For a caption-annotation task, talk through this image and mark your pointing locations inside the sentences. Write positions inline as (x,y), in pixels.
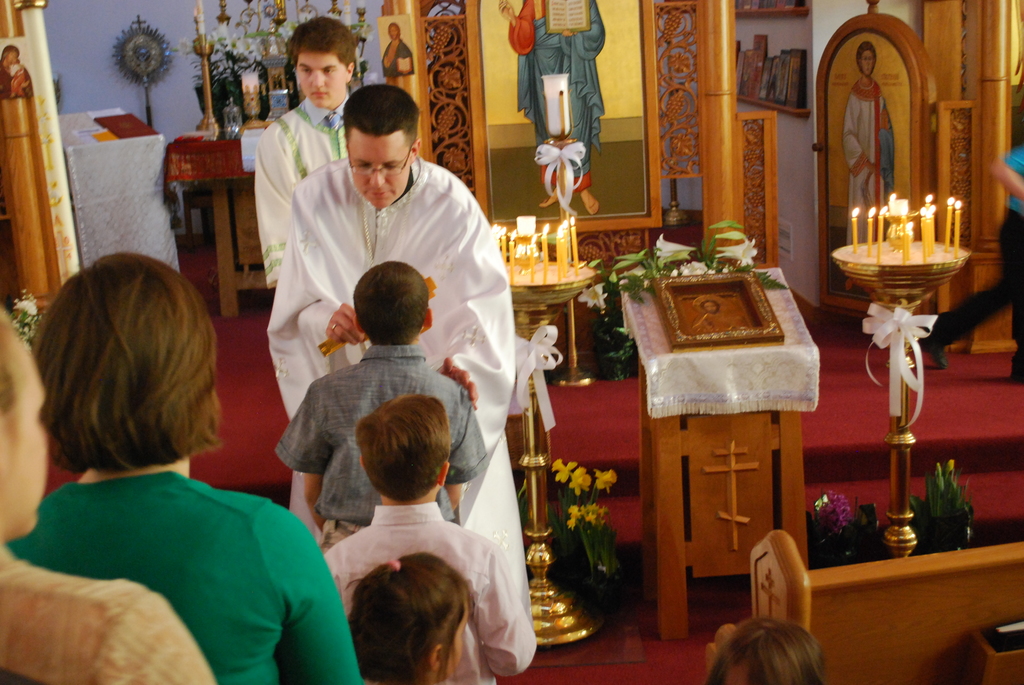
In this picture we can see group of people (373,382), they are all in the church (558,434), in the background (588,542) we can see few candle stands (533,290), candles (564,264), plants (569,522), flowers (610,474) and few bottles (236,107) on the table (256,148), and we can see books (790,71) in the rack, in the background (471,54) we can find few frames (487,54).
